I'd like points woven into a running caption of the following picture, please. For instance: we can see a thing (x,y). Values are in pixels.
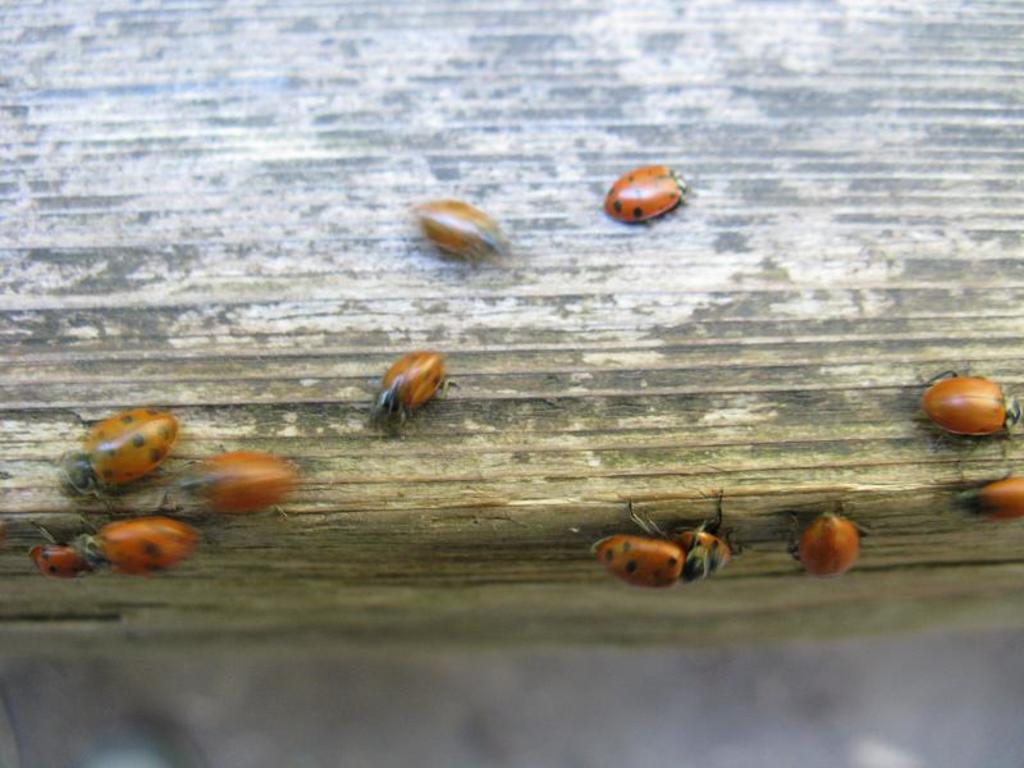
In this image I can see white and brown colour thing (597,309) and on it I can see few brown colour insects (810,557). I can also see this image is little bit blurry from here.
